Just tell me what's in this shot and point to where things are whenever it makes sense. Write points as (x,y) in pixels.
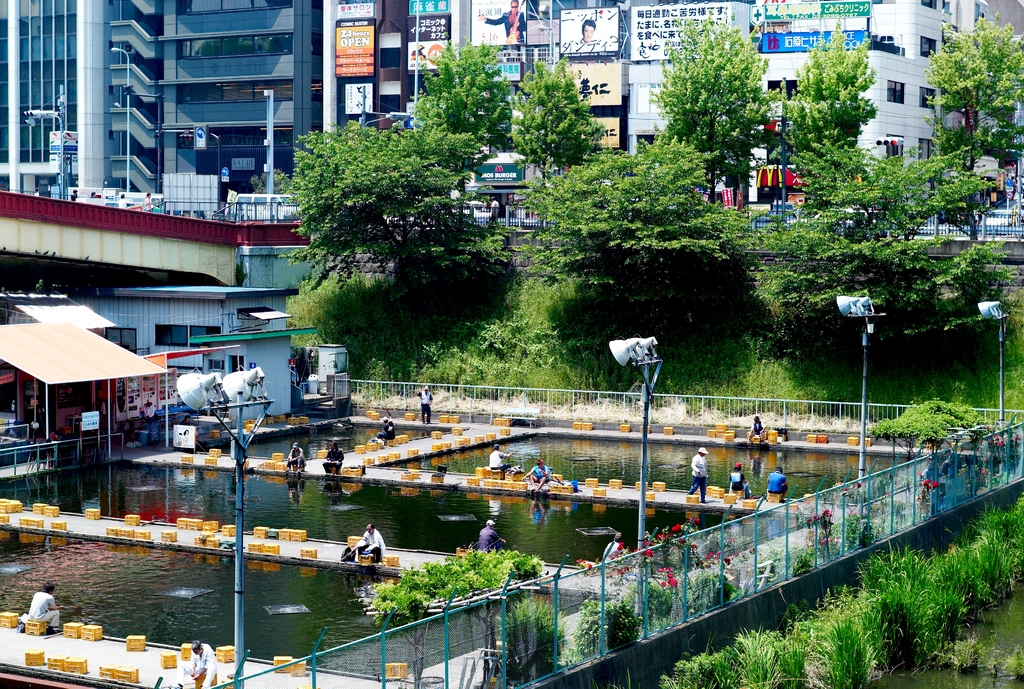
In this image, there is an outside view. There are some persons (300,459) at the bottom of the image (325,597) fishing in a lake (318,610). There are some trees (696,118) in the middle of the image (355,246). There are some buildings (223,57) at the top of the image (652,15). There are some plants (919,565) in the bottom right of the image (753,670).
